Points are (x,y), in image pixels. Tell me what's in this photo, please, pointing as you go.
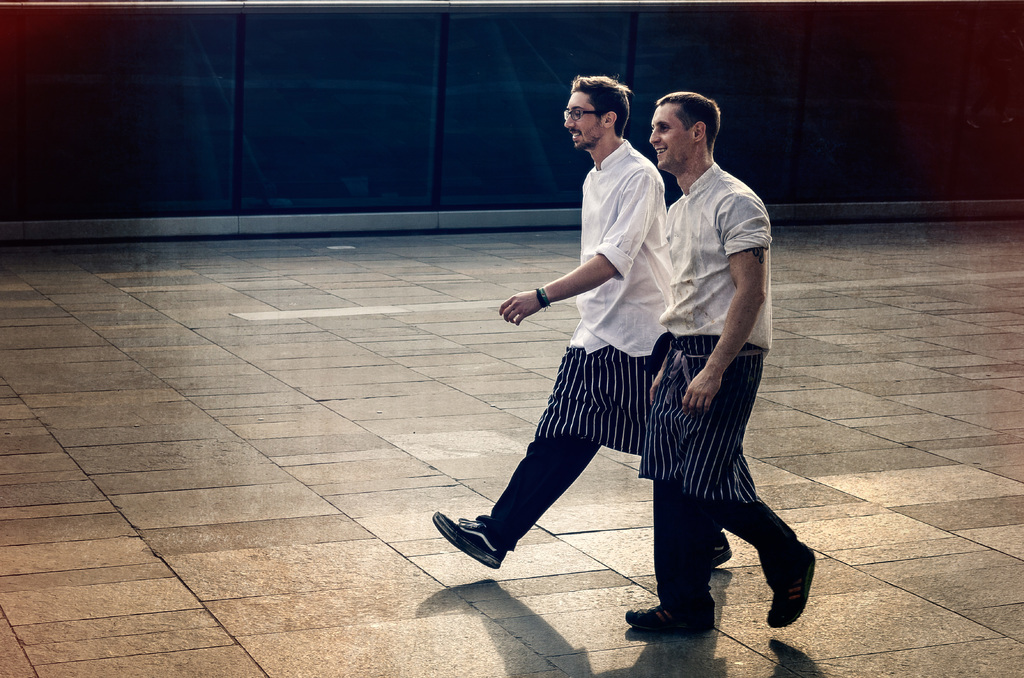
In the center of the image (610,274) we can see persons (522,496) walking on the ground (735,563). In the background (827,51) there is wall (292,104).
